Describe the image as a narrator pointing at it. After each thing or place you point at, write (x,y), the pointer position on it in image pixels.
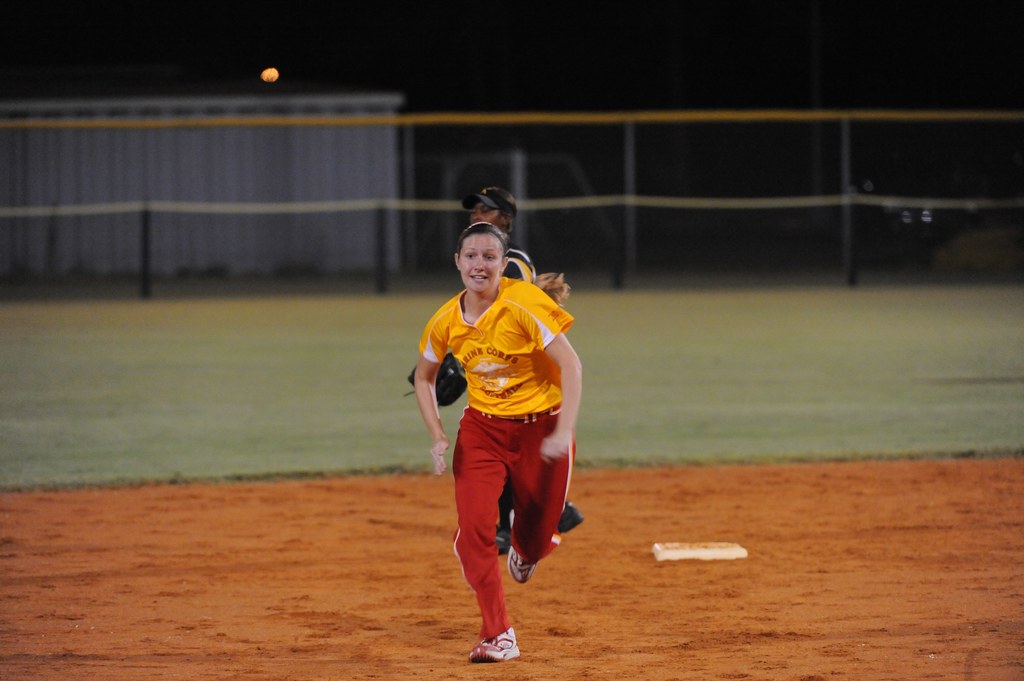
At the bottom of this image (565,465), there is a woman (458,485) in a yellow colored t-shirt (475,387), running on a ground (441,575). Behind her, there is another person (472,196) on the ground (568,558). In the background (146,394), there is grass (117,309) on the ground (129,308), there is a fence (228,123) and an object (402,165). And the background (183,37) is dark in color.
